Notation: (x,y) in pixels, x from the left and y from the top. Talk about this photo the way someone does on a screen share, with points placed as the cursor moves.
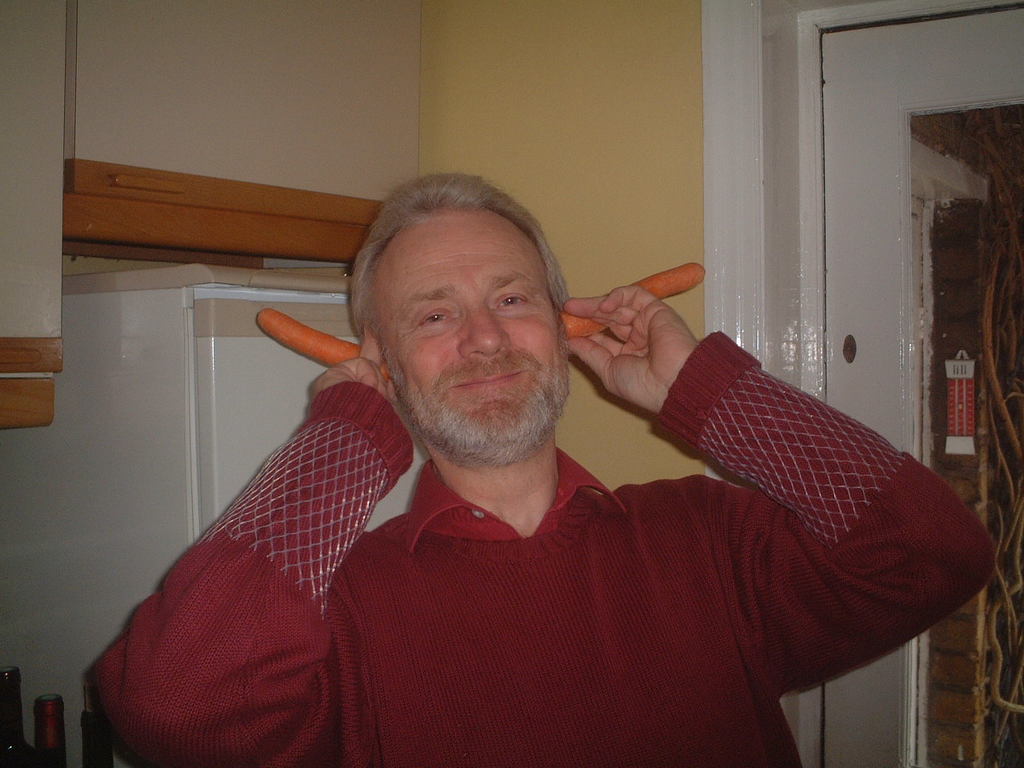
In the middle of this image (565,392), there is a person (494,607) in red color shirt (508,714), holding two carrots (571,317) with both hands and keeping them in the two ears (369,333) and smiling. On the right side (1005,358), there is a glass door (974,299), on which there is a sticker (951,394) pasted. On the left side (94,376), there is a white color refrigerator (252,380). Beside this refrigerator (142,290), there is a wall (514,68).
